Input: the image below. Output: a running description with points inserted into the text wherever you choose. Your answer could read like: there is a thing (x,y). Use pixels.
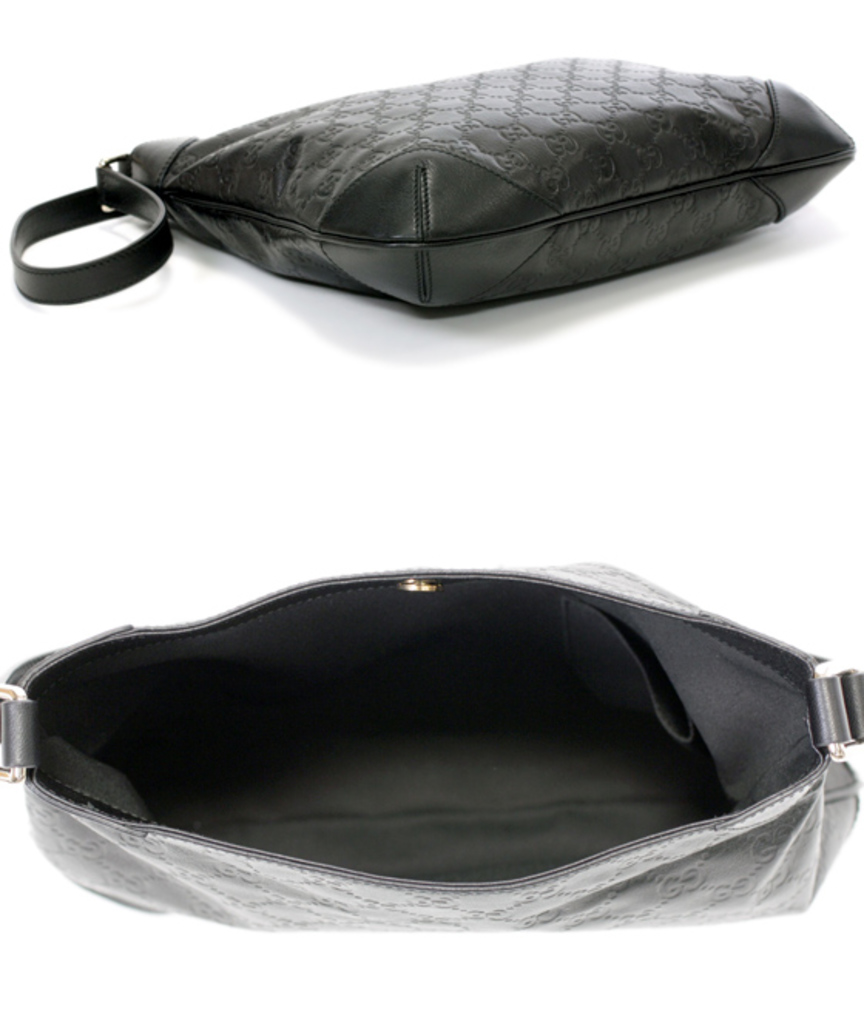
In this picture we can see two black colored bags (520,697) in which one is opened.
